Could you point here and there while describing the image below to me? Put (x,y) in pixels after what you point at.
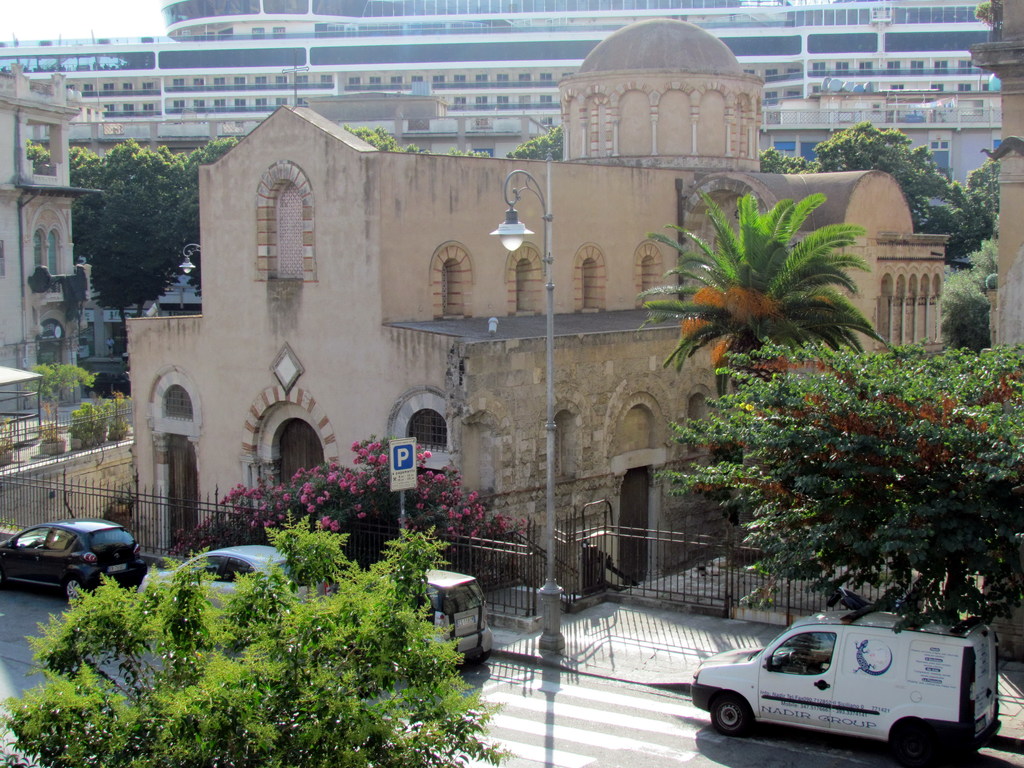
The picture is clicked outside a city (327,592) on the streets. In the foreground of the picture (386,640) there are cars (487,605), trees (385,564) and street light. In the center of the picture (603,404) there are buildings (461,284), trees (772,244) and plants (72,381). At the top (361,30) is a building (503,61). Sky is sunny.
